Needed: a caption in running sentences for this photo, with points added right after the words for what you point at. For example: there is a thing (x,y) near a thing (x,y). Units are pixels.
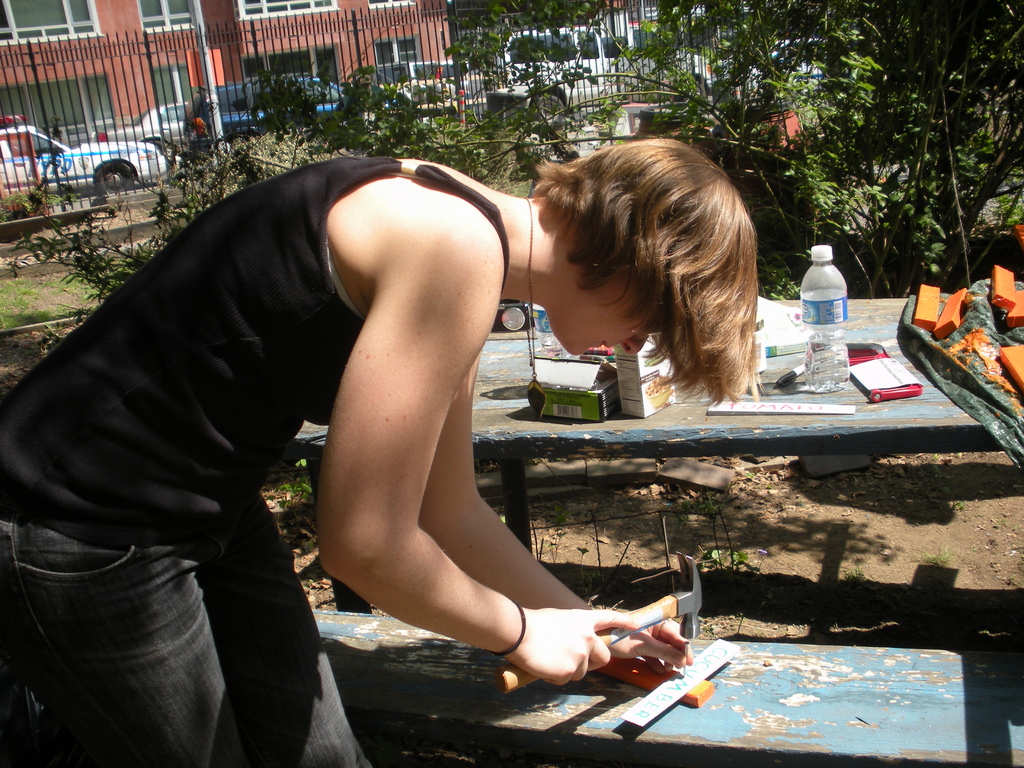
In the picture I can see a man (127,586) on the left side (117,348). He is wearing a black color banyan (245,264) and he is holding a hammer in his right hand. There is a nail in his left hand (673,640). I can see a table (736,684) at the bottom of the picture (714,683). I can see another table (906,415) on the right side (857,315). I can see a water bottle (844,347), a pen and boxes (640,373) are kept on the table (864,308). There are trees (767,115) on the top right side of the picture (816,129). In the background (112,121), I can see the building (245,46), cars (113,146) and metal fence (200,44).
